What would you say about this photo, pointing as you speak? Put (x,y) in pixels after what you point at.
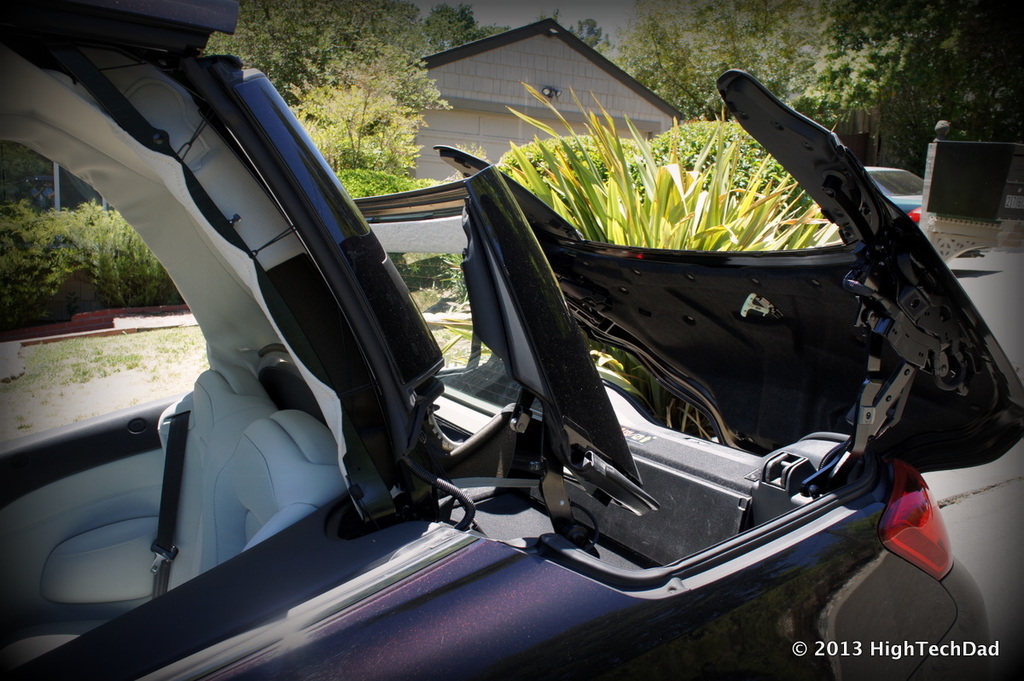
In the center of the image (525,368) we can see one vehicle (656,440). In the vehicle (366,496), we can see seats (302,481), one seat belt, doors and a few other objects (632,507). At the bottom right side of the image (952,649), we can see some text (973,649). In the background (634,134) we can see one building (640,83), trees (685,34), plants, grass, one vehicle (902,205), fence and a few other objects (948,167).
